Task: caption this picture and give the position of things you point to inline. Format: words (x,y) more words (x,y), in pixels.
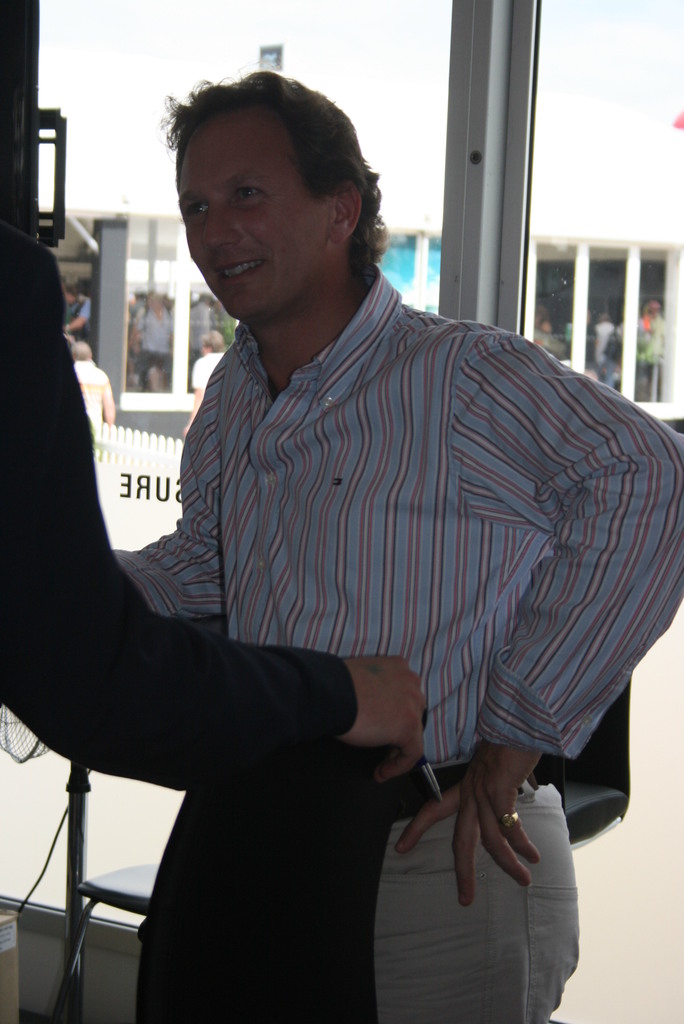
In this picture I can see in the middle (236,614) a man (437,681) is standing, he is wearing a shirt (441,563), a trouser (484,867). In the background (563,47) there are glass walls (640,86) and there are few people (84,300).
